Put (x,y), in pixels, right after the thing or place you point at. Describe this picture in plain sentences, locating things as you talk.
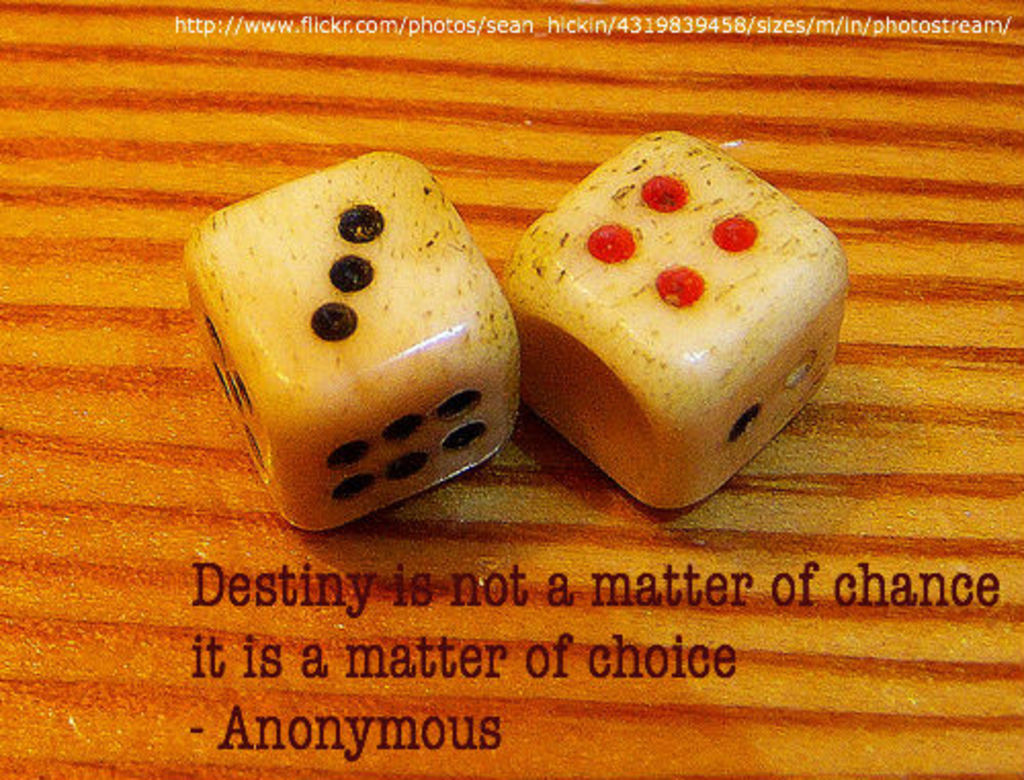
In this image we can see two dice (351,500) and some text (850,576) written on the image.
